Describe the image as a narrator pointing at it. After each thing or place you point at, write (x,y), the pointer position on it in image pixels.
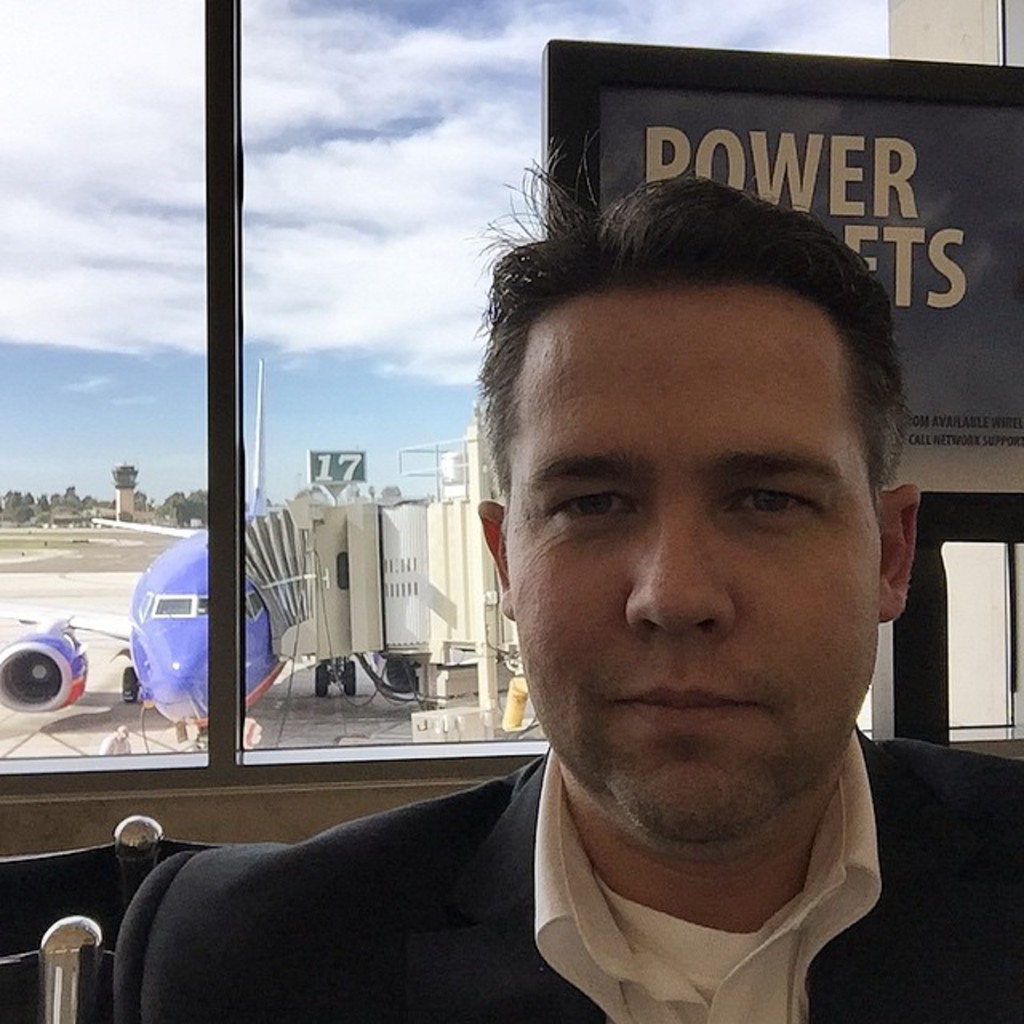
In this image there is the sky (428,200) towards the top of the image (395,185), there are clouds (405,213) in the sky (369,190), there is a pole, there is a building (131,477), there is an airplane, there is a window (301,466), there are boards (737,133), there is text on the board (745,106), there is a number (348,458) on the board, there is a chair (87,924) towards the bottom of the image (67,906), there is a man (705,717) towards the bottom of the image (691,822).
